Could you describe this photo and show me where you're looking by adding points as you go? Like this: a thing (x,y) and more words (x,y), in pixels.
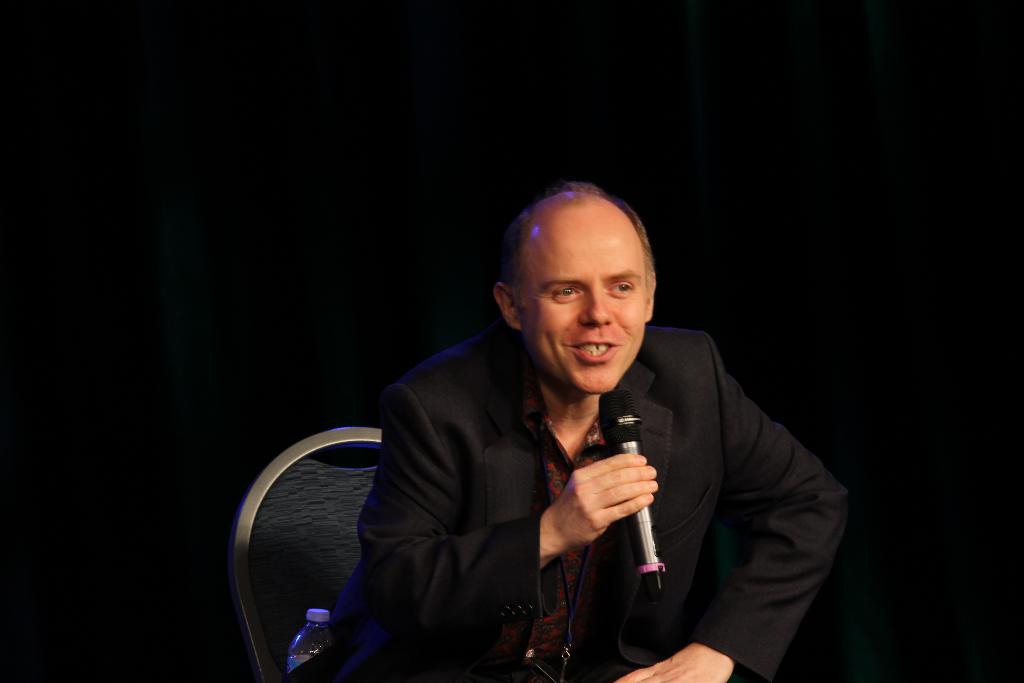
In this image we can see a person (515,634) sitting and holding a mic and talking and to the side there is a water bottle (301,656).
